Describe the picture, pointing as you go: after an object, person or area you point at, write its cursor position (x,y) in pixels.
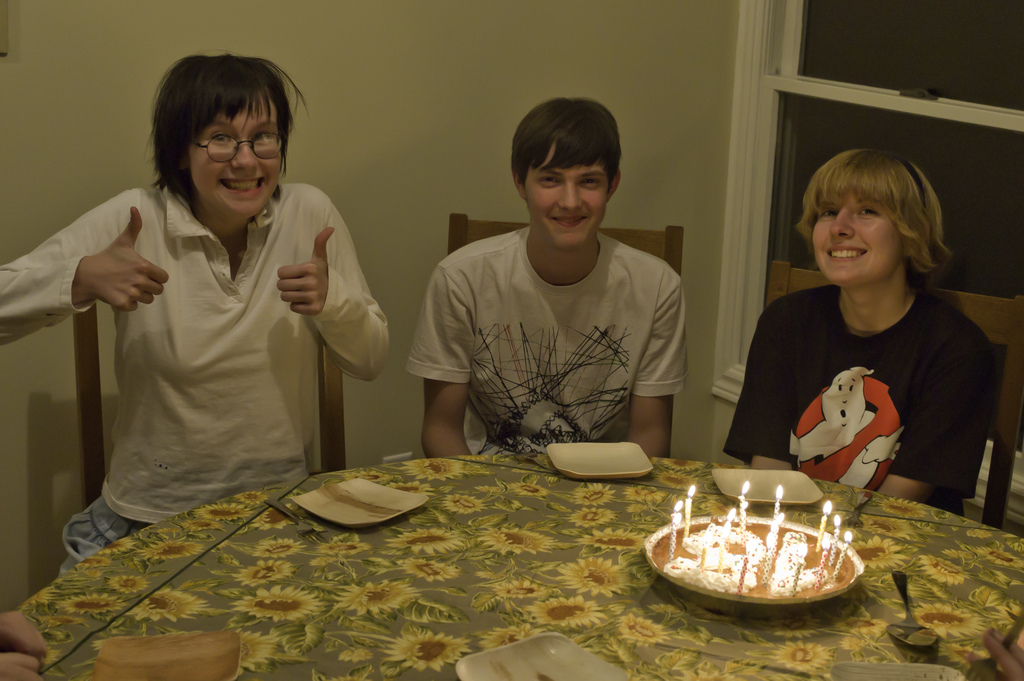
In this picture there are three people (526,364). To the left side (253,293) there is a lady (236,369) with white t-shirt (229,407) is sitting and smiling. Beside her there is a boy (562,290) with white t-shirt (552,303) sitting and smiling. Beside him there is a boy (806,347) with black t-shirt (799,343) sitting and smiling. In front of them there is a table (414,572) with floral cloth (490,567) on it. On the table (464,582) there are plate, cake (811,545) with candles (687,505), fork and spoon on it. To the right side (960,94) there is a window (881,82). And in the background (483,69) there is a wall (466,76).
